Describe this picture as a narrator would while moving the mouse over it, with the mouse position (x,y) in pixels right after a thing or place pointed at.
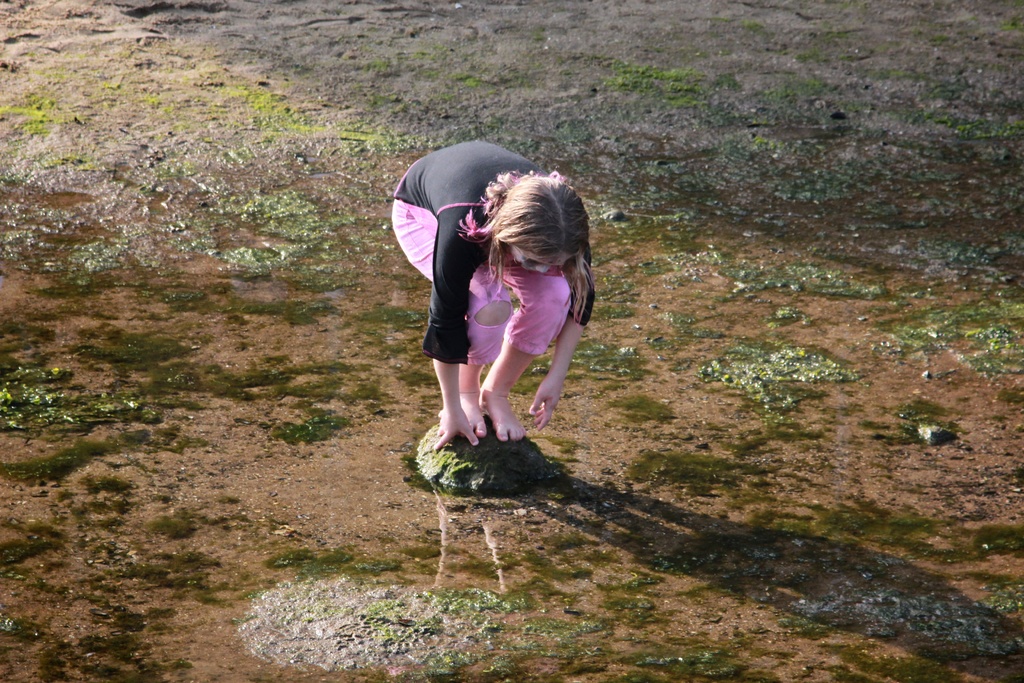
In this image I can see a girl (467,268) wearing black and pink colored dress (468,241) is standing on a rock (464,463) which is green in color. I can see the water (119,411), the ground (492,71) and some grass (633,81).
